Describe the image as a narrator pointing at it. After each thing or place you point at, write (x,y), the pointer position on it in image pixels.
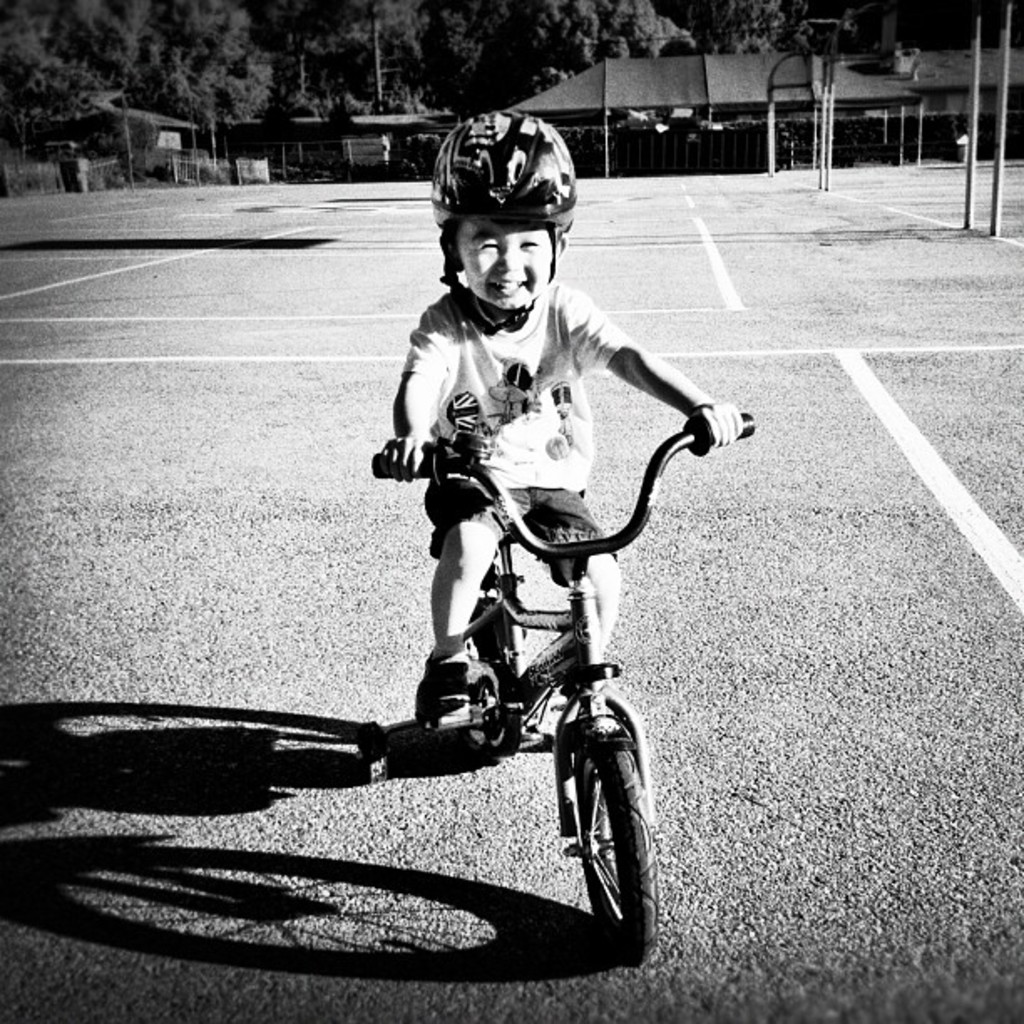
In this picture kid (426,412) sitting on the bicycle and hold bicycle (654,458). This is road (825,287). On the background (199,36) we can see trees (430,36) and shed (744,147).
